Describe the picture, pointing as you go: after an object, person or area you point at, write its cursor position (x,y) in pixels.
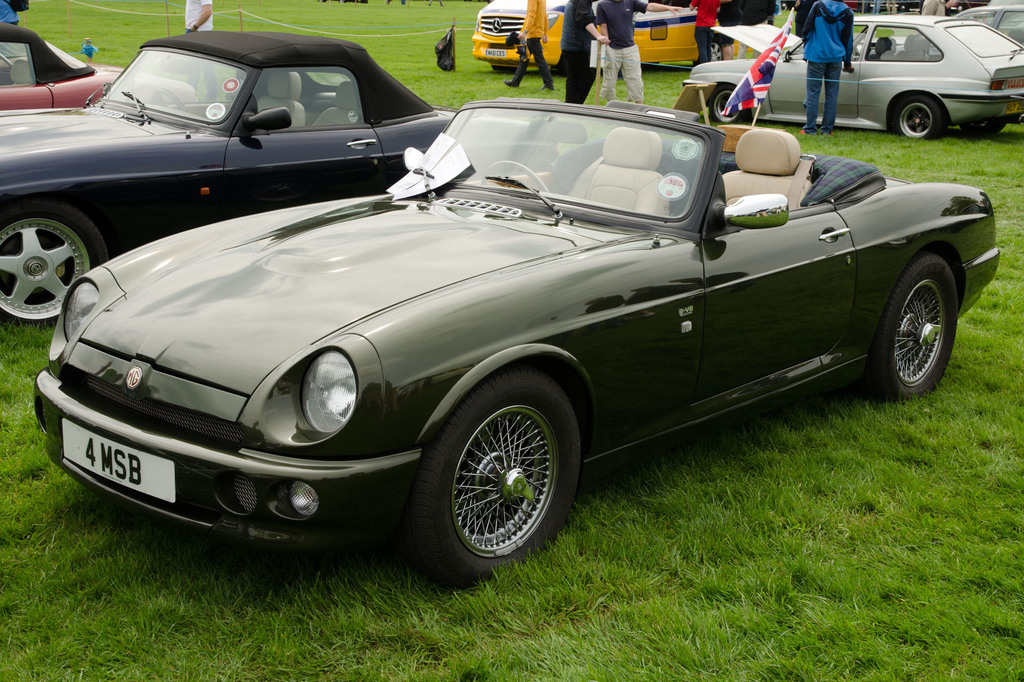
This image is taken outdoors. At the bottom of the image (291,620) there is a ground (842,575) with grass (901,500) on it. In the background (855,75) a few cars (883,58) are parked on the ground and a few people (596,32) are standing on the ground (296,606) and a man (543,31) is walking on the ground (432,38). In the middle of the image (515,277) three cars (176,203) are parked on the ground (308,610) and there is a flag (773,70).
